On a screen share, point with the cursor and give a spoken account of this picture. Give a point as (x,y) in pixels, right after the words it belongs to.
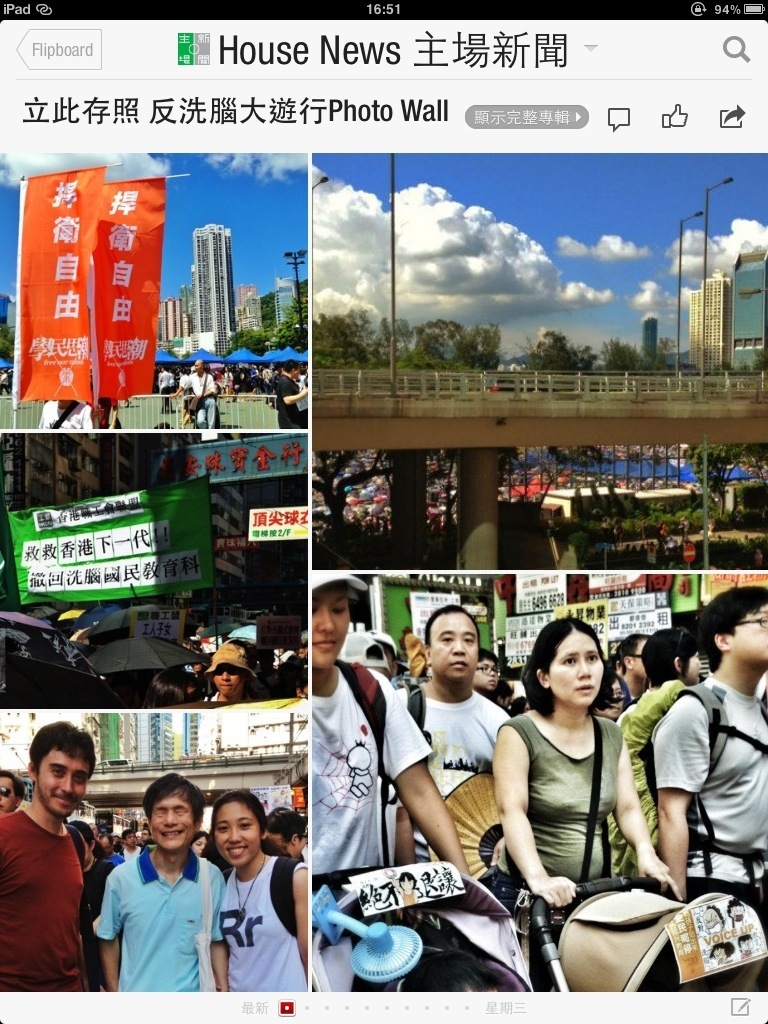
This image consists of five different images. At the bottom (589,867) on the right (544,869) there is a woman (548,867) and there are many people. At the left bottom (130,869) there are three people (169,888), in the background (210,804) there is a bridge (163,766) and building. At the top right (568,303) there are trees (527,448), bridge (505,442), buildings (734,326), sky (553,295) and clouds (491,287). On the left top (151,323) there are flags (119,317), buildings (169,343) and some people (180,381).
